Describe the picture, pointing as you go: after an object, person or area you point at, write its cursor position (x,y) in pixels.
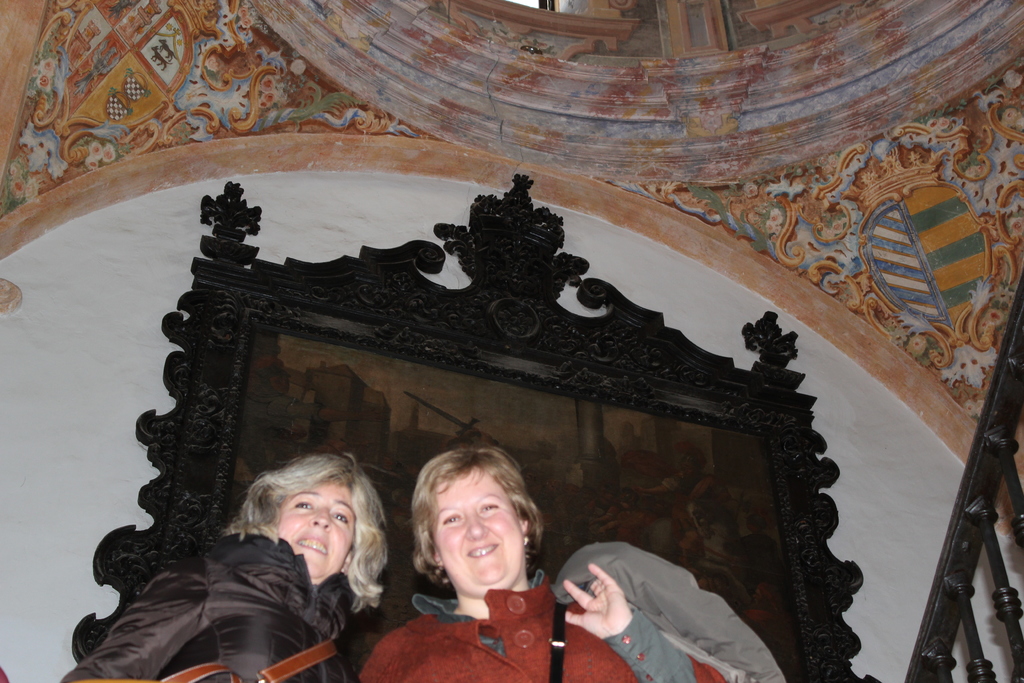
In this image I can see two people (248,622) standing and wearing the different color dresses (333,619). To the back of these people (313,506) I can see the black color frame (205,394) to the wall (94,251). And these people (300,523) are inside the building (317,134). In the back (449,160) I can see the colorful wall (797,193).
